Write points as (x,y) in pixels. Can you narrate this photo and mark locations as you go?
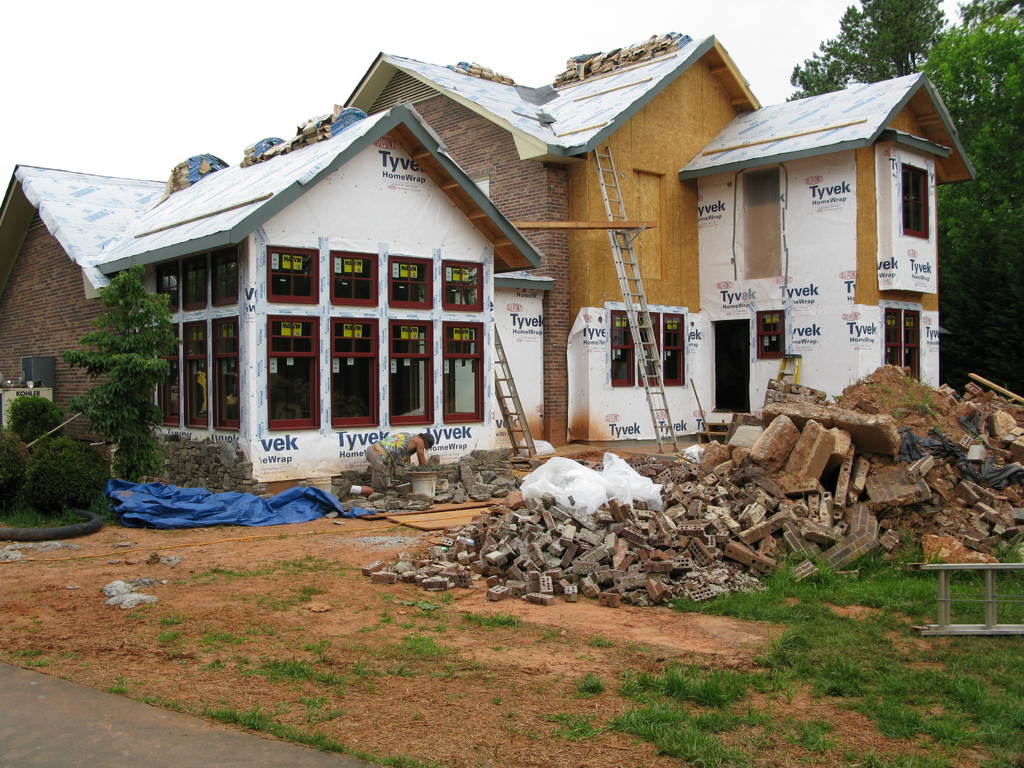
In this picture I can see buildings (556,219), ladders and some objects (829,529) on the ground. I can also see grass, plants (79,462), trees (979,90) and the sky (311,104) in the background (240,92). Here I can see some blue color object (258,509) and windows (431,324).
